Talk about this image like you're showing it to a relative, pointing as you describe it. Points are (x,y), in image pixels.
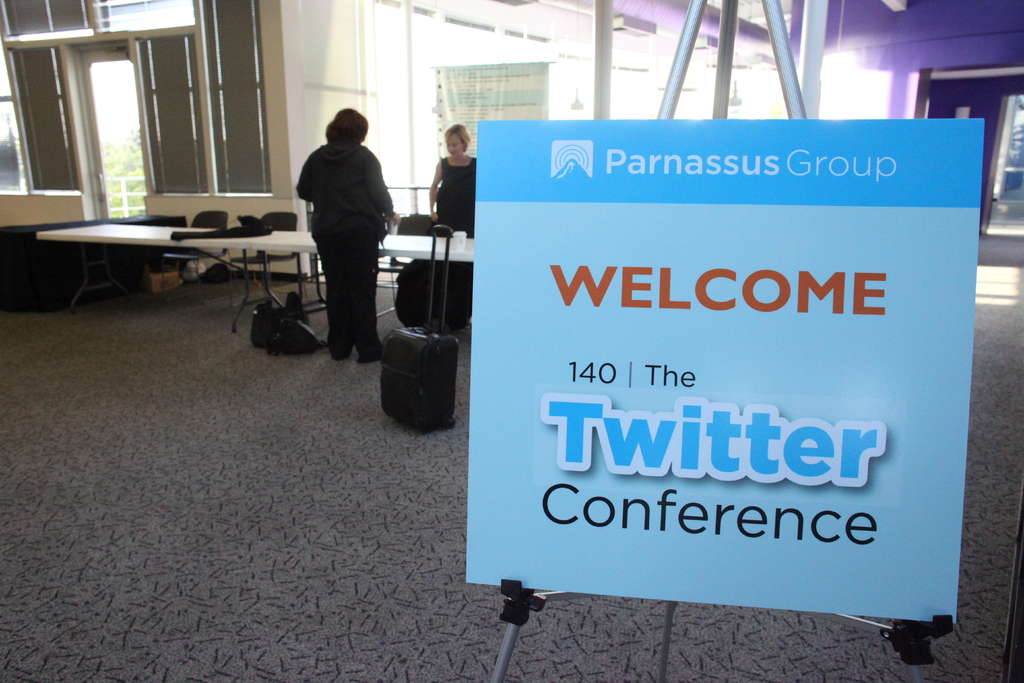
In this image I can see a board (683,159) where welcome and twitter is written on it. In the background (377,247) I can see few people (309,170), a table (397,242) and number of chairs (416,221).
